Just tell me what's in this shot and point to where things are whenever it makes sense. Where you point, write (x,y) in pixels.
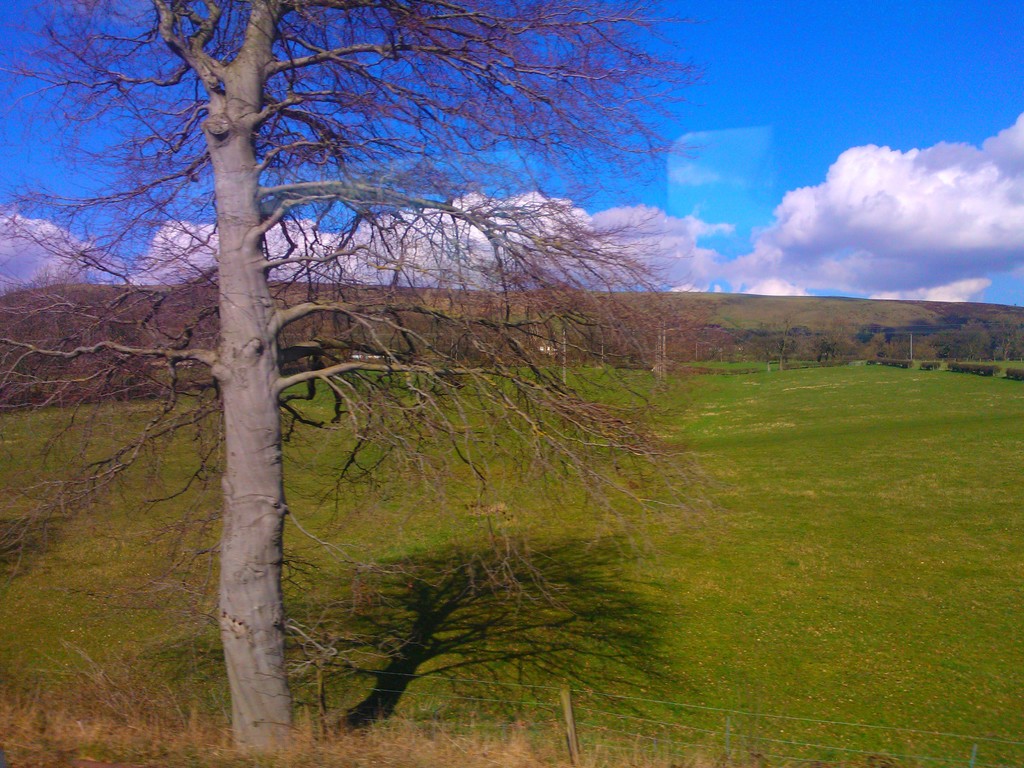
In the foreground (154,323) I can see a tree (236,412) and a fence (613,697). In the background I can see mountains (870,342). On the top (740,108) I can see the sky (762,111). This image is taken during a day on the ground (715,479).
